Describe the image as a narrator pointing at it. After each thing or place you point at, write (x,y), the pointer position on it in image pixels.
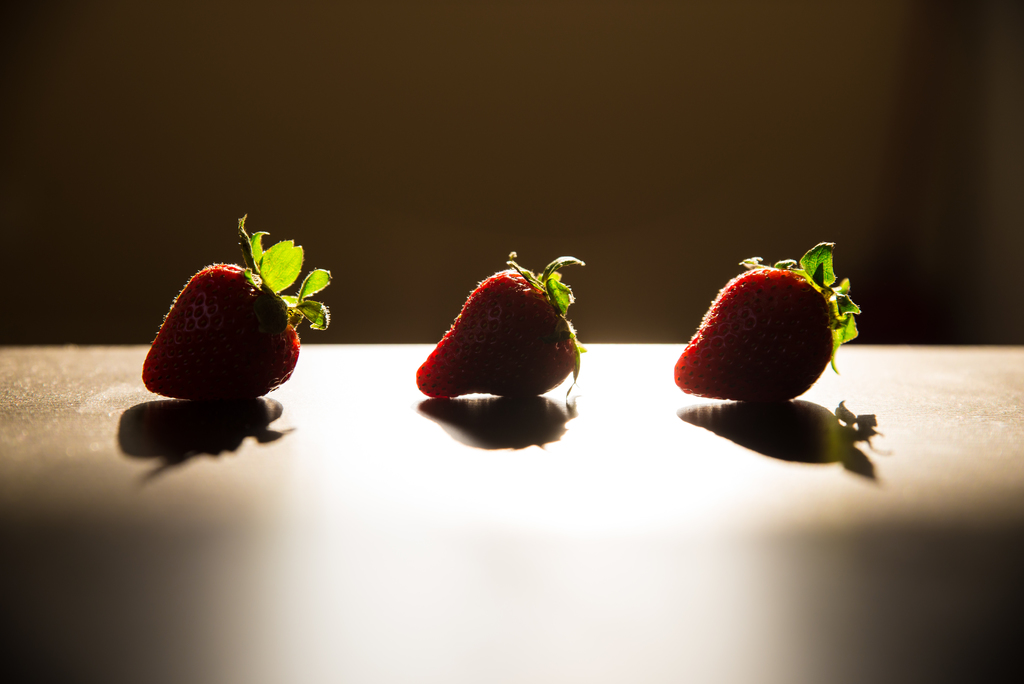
There are three strawberries (191,356) kept on the surface (332,364) as we can see in the middle of this image (536,301), and it seems like a wall (339,105) in the background (577,127).
